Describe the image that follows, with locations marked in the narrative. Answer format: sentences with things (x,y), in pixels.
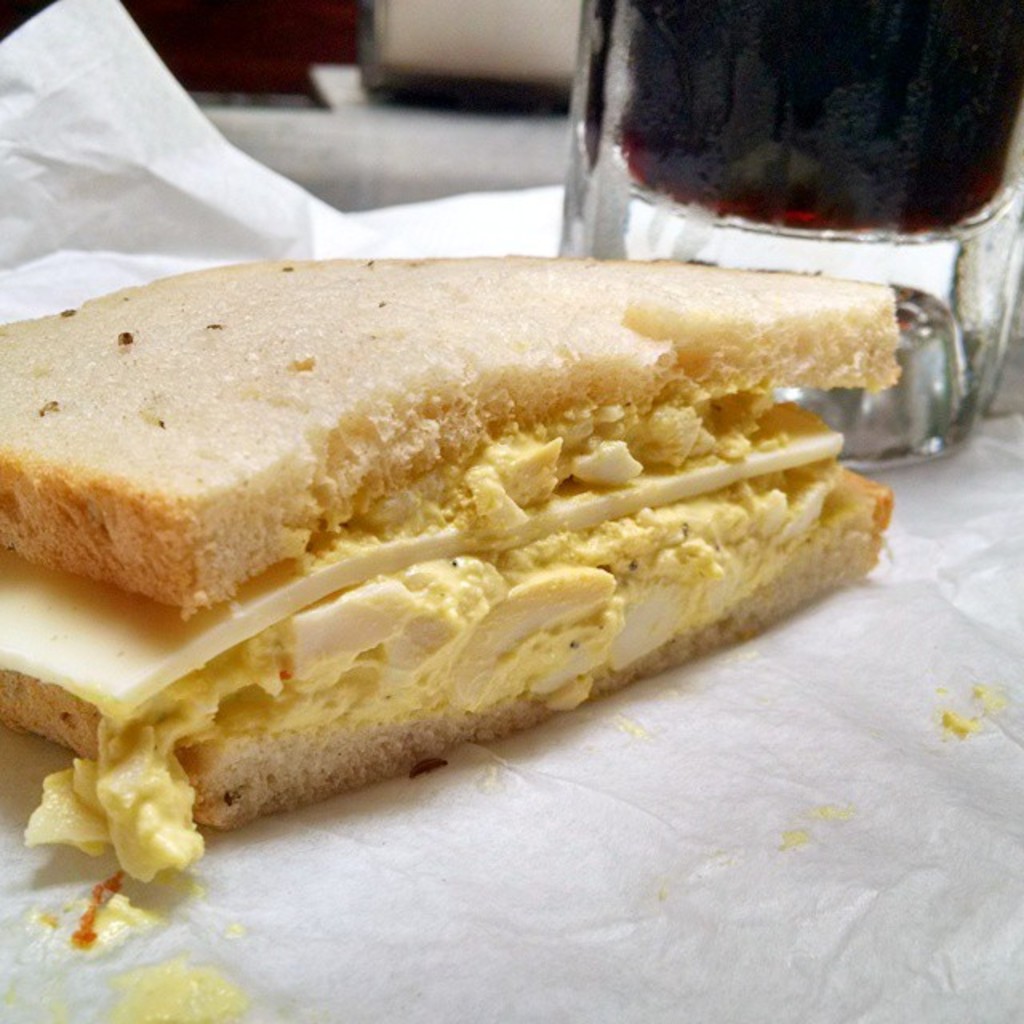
In this image in the front (373,430) there is food (247,469) on the paper (692,662) and there is a glass (704,151).
